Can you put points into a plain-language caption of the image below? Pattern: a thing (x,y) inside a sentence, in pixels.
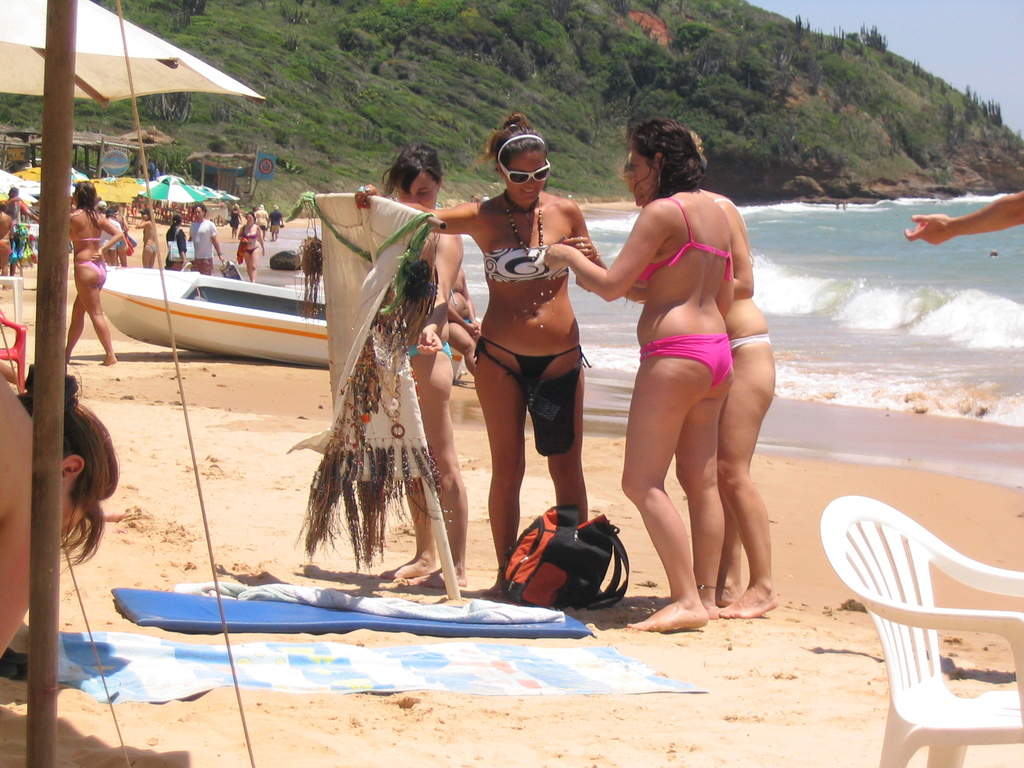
This image is taken in a beach (284,419). There are four women (753,495) standing besides a shore (852,443). A women (502,545) with white goggles (536,171) holding a mat (335,235), one woman (427,523) was staring at that mat (327,477). There is a orange bag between them. There is a blue mat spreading on the sand (478,575). To the left corner (65,442) there is a person (77,408) in a squatting position. To the right (840,539) there is a white chair (897,524). In the background (845,147) there is a hill (615,44), blue sky (917,61), umbrellas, one boat (293,291) and some people (246,241) moving around.
